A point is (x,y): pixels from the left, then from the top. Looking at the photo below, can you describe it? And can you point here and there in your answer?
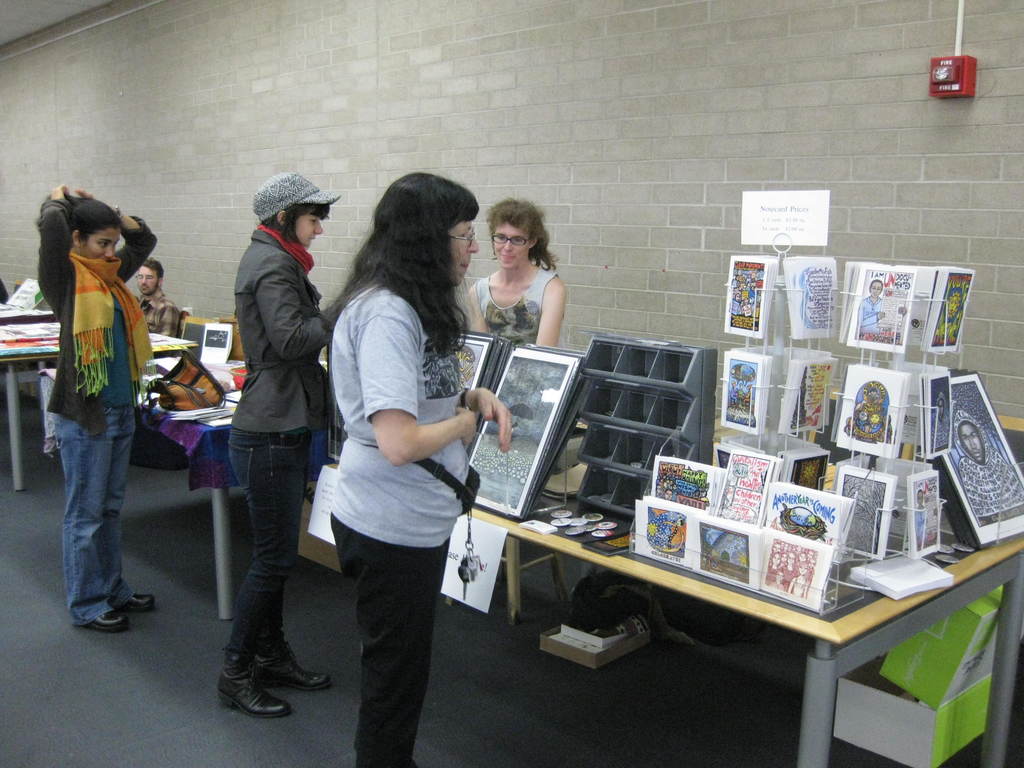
In this image we can see there are three persons (445,321) standing and watching photos (525,387) which are arranged on the tables (947,594), on which there are other objects (8,295). Outside this table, there are two persons (525,222). One of them is sitting. On the right side (953,618), there are two boxes (952,638) arranged under the table (927,601). In the background (1017,141), there is a red color board (930,91) with a white color pipe (958,35) attached to the brick wall (1007,100).
